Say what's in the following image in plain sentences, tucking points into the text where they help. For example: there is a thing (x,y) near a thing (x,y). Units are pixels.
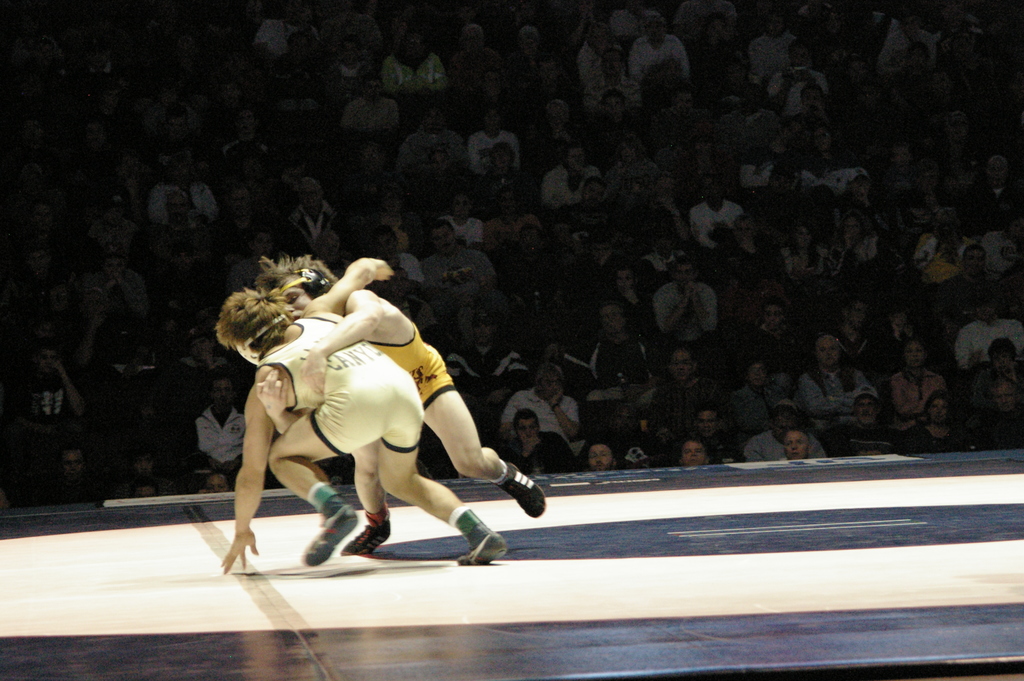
In the center of the image (371,422) we can see two persons (378,348) are close to each other. At the bottom of the image (370,580) we can see the stage (649,599). In the background of the image (656,286) we can see a group of people (443,256) are sitting.
